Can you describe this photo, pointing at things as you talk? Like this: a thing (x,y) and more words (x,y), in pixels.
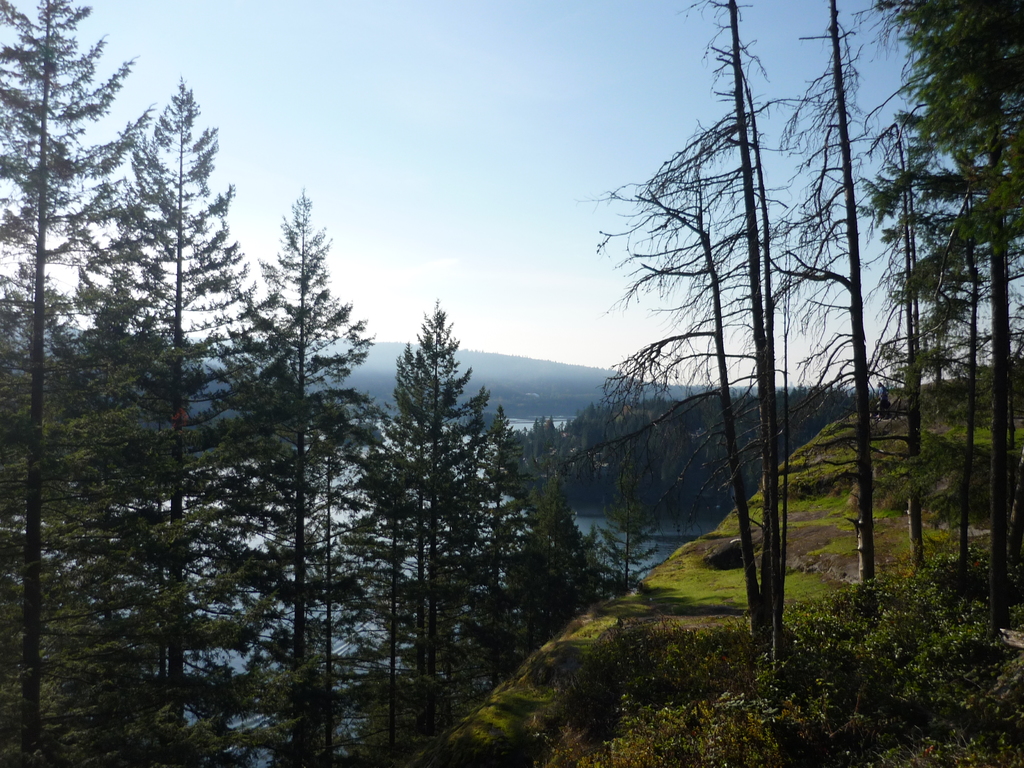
In the picture I can see trees (522,597), the grass (716,613), the water (304,502), plants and some other objects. In the background (470,223) I can see the sky (442,192).
